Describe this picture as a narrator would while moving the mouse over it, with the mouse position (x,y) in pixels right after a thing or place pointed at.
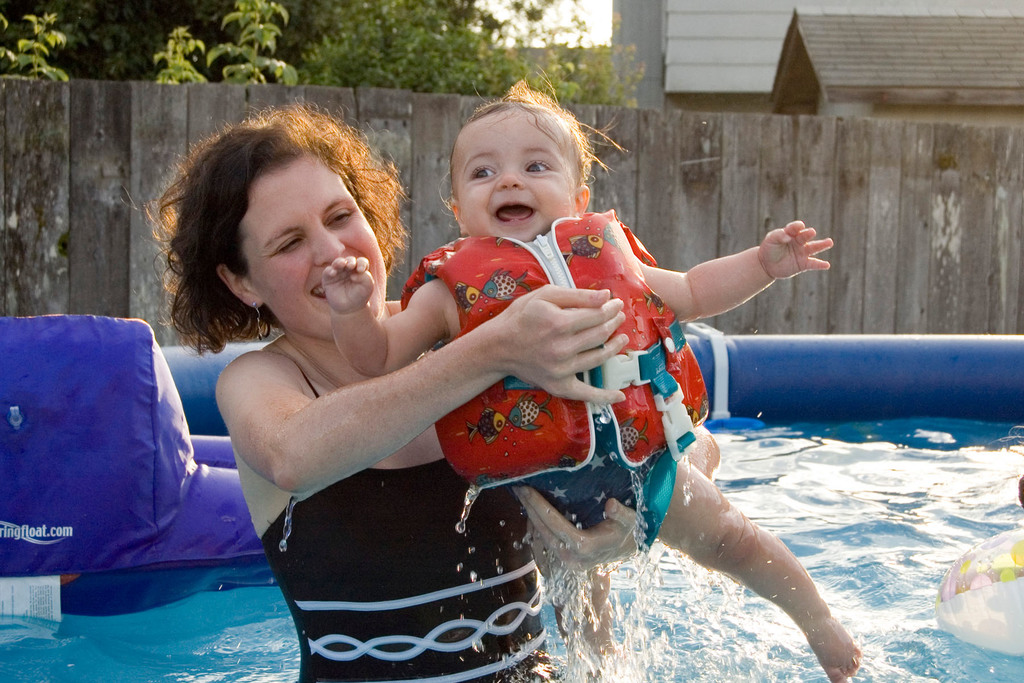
Here in this picture we can see an inflatable swimming pool (781,422), which is filled with water (143,643) present over a place and in that we can see a woman (290,402) standing and she is carrying a baby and we can see a jacket (491,273) on the baby (520,445) and both of them are smiling and behind them we can see a wooden wall (714,141) present and behind that we can see other houses (722,91) present and we can see plants (427,73) and trees (373,37) present.
